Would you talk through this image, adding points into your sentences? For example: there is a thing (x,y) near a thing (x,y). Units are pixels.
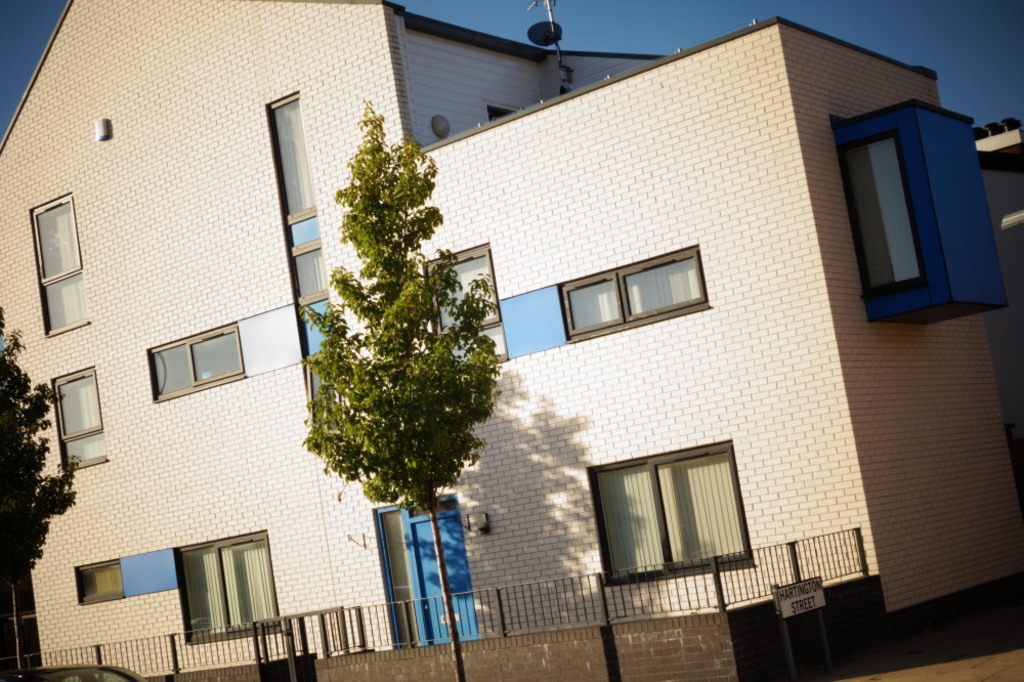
In this picture there is a building (550,423) with white bricks (333,265) and windows (605,545). In the center (374,257) there is a tree (392,295), to the bottom (491,622) there is a fence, towards the left corner (14,500) there is another tree (5,451). Towards the top (626,8) there is a sky (680,11).
